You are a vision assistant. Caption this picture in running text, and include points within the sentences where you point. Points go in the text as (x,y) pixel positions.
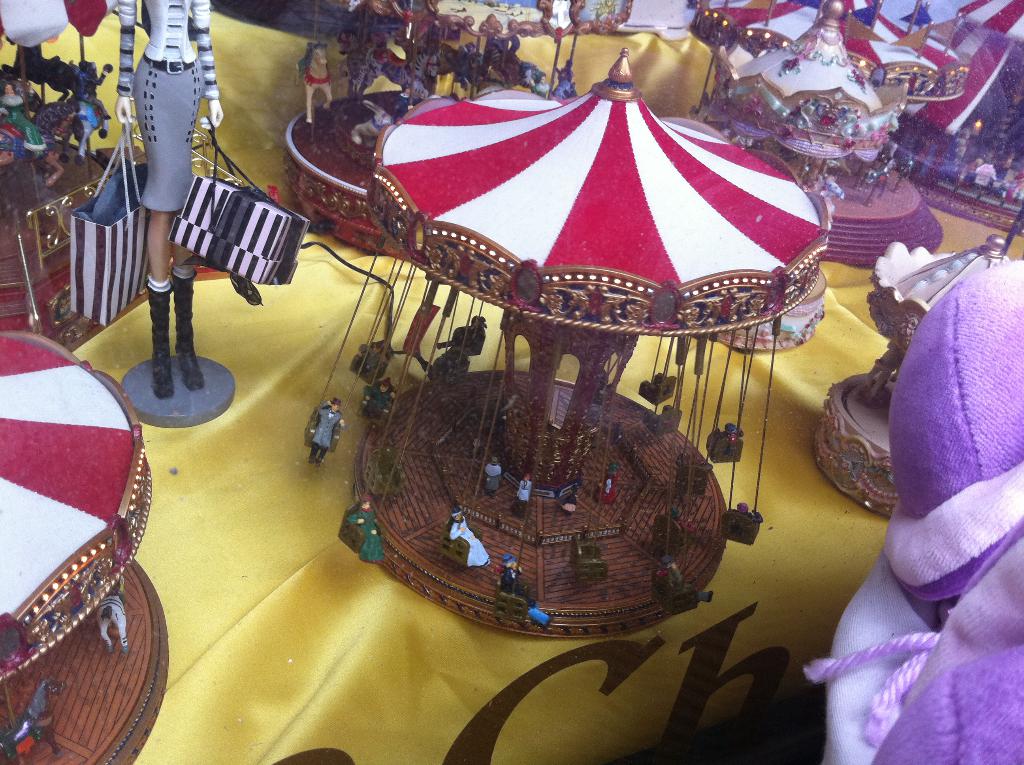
In this picture we can see toys (176,372), carousels (528,544), bags (227,263), clothes (371,622) and some objects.
